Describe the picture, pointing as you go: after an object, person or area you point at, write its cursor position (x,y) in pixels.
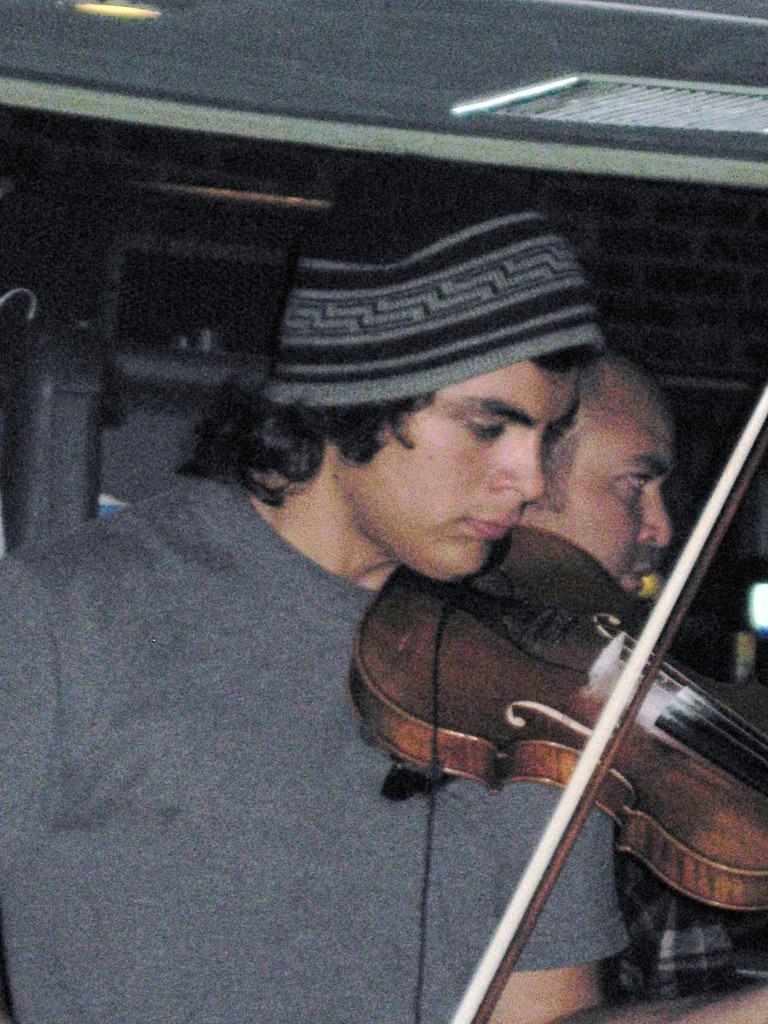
In this image I can see a person (490,381) holding a musical instrument (723,745). I can also see he is wearing a cap (296,295). In the background (616,423) I can see a man (628,549).
